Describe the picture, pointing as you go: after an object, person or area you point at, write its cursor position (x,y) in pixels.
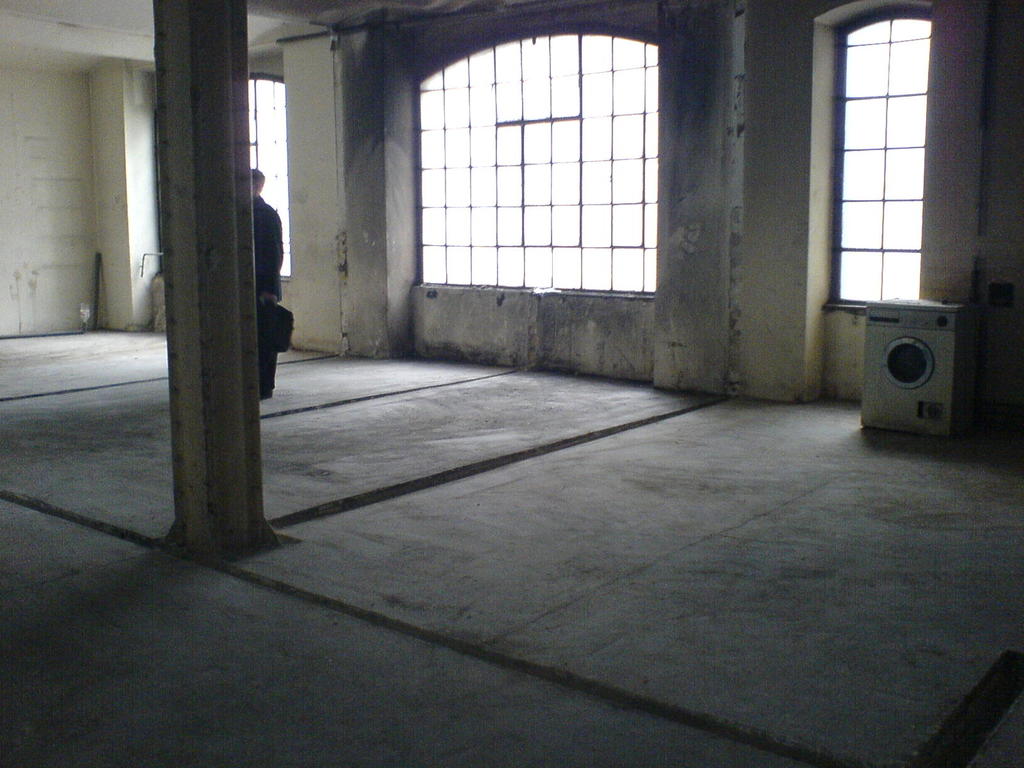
It is an inside part of a room (466,486). In the left side (223,95) there is a pillar (245,460) behind it, there is a man (275,275) who wore a black color dress (257,275). In the middle (571,273) there is a window (538,198).
